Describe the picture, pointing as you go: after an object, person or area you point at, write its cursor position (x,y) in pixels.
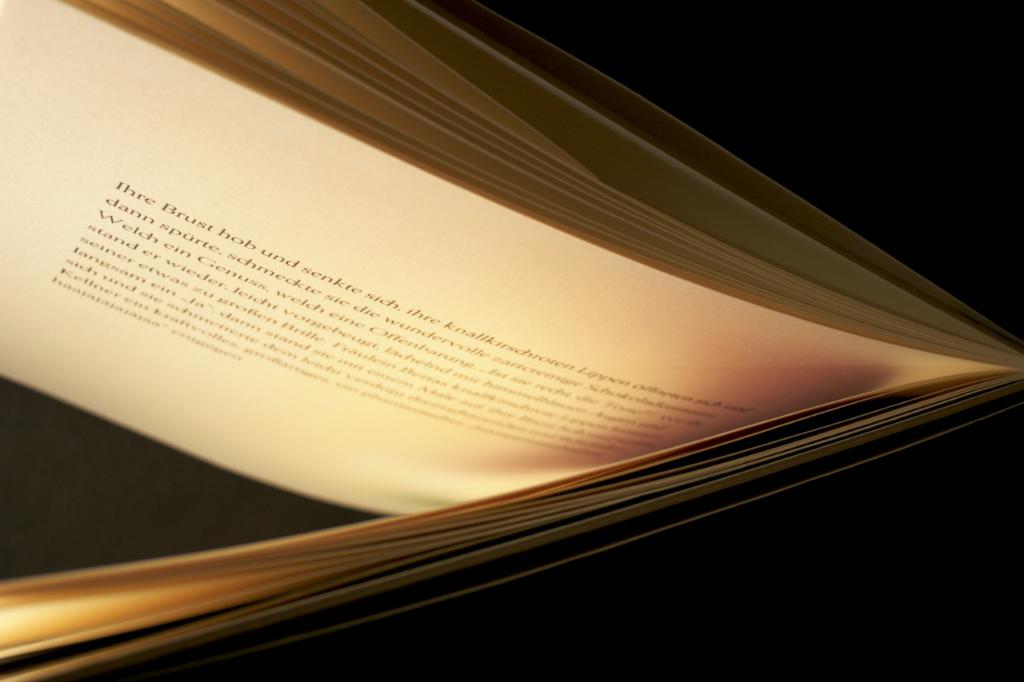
In this picture we can see the book (543,368) in which some words (339,329) are written.
